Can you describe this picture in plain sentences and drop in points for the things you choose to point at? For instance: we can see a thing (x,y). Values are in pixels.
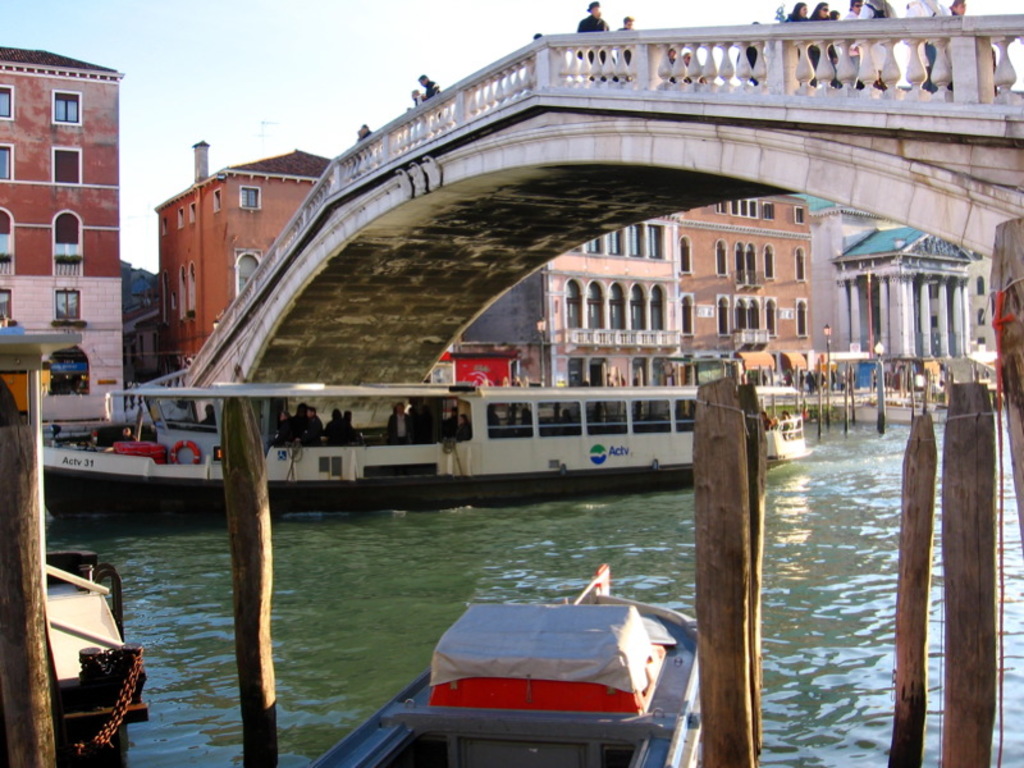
In this picture we can see some people (912,9) are standing on a bridge (814,159). In the background of the image (965,359) we can see the buildings (893,292), windows (58,114), poles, lights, pillars (942,284), logs (2,458), water (431,654), boats (482,656). In the center of the image (532,492) we can see some people (314,440) are sitting in a boat (574,441). At the top of the image (194,100) we can see the sky (295,109).
